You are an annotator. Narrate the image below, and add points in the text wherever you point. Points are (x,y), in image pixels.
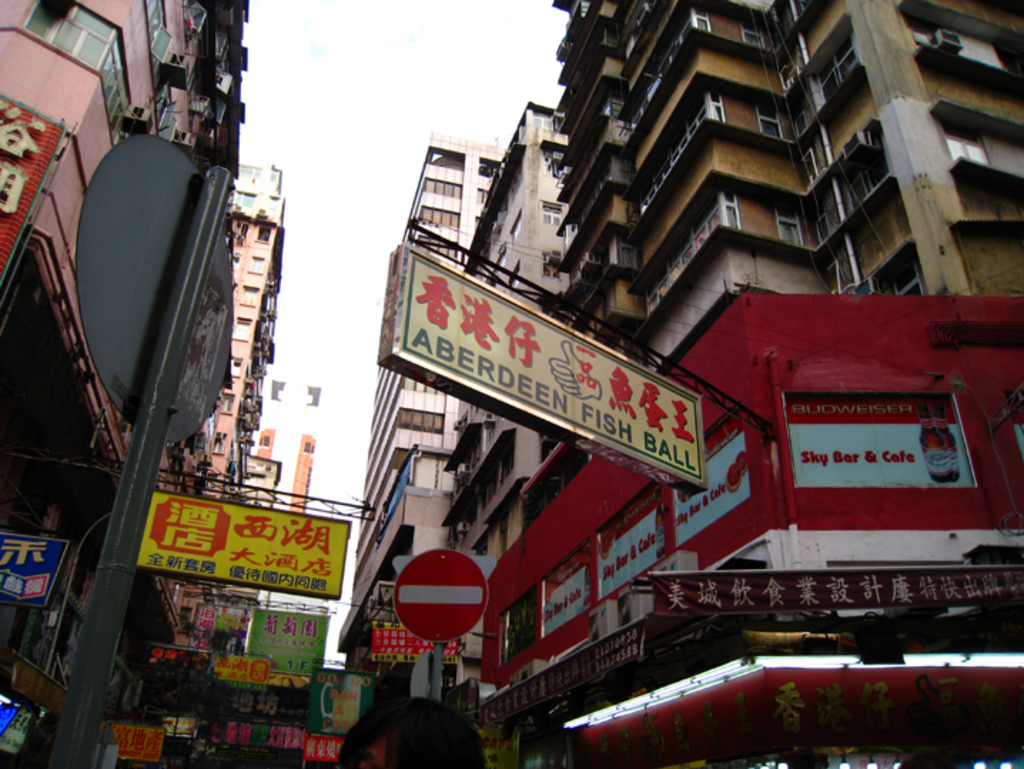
This image is taken outdoors. In this image there are many buildings (465,145) with walls (12,59), windows (691,240), railings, balconies (615,199), roofs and doors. There is a sign board (131,351) and there are many boards (460,352) with text (13,548) on them.
